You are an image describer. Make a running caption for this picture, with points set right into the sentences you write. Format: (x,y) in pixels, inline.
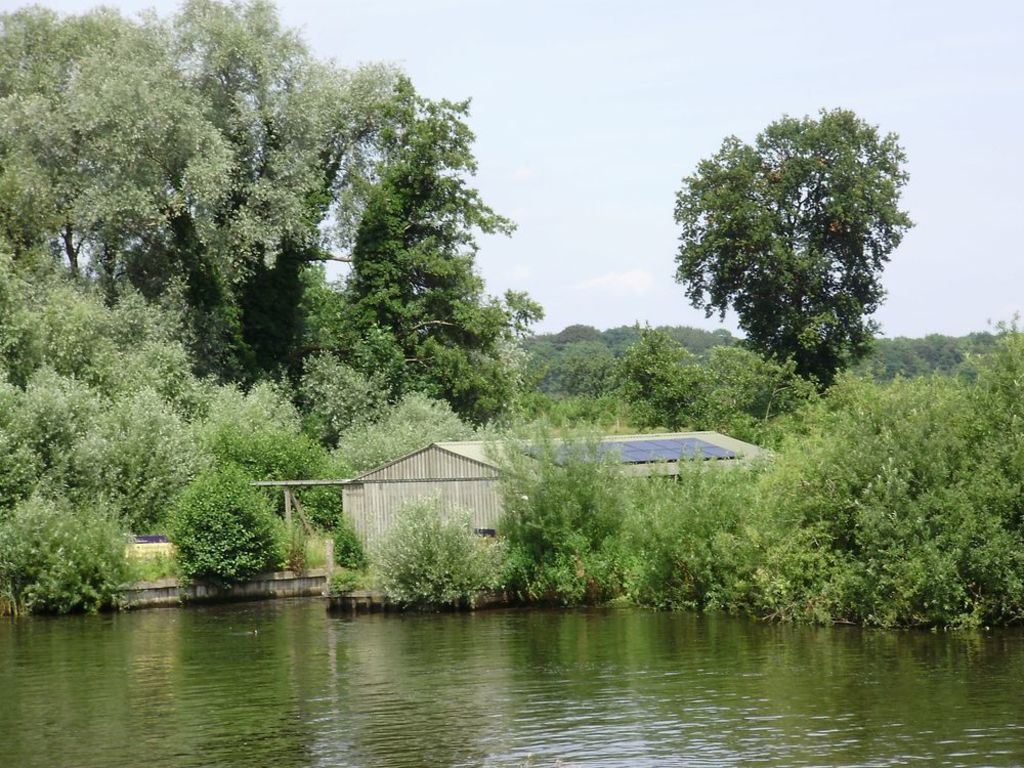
In this image I can see the water (291,664), background (377,474) I can see the house (445,496), trees (524,471) in green color and the sky (570,222) is white color.
